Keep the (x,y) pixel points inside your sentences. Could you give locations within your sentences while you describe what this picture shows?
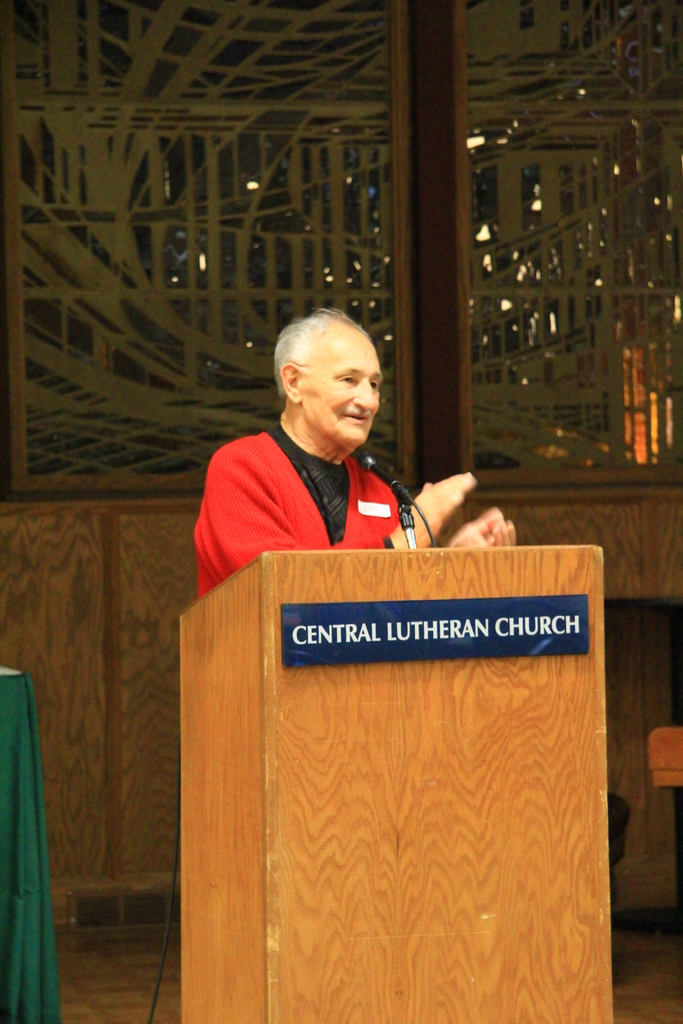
In this image, we can see a person (305,477). We can see the podium (532,740), a microphone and also a board (412,612) with some text (577,618). We can see the ground (149,1006). We can see an object (660,771) on the right (658,746) and also an object (42,876) on the left (42,876). In the background (37,655), we can see the wall (81,848) with some glass (582,200).
